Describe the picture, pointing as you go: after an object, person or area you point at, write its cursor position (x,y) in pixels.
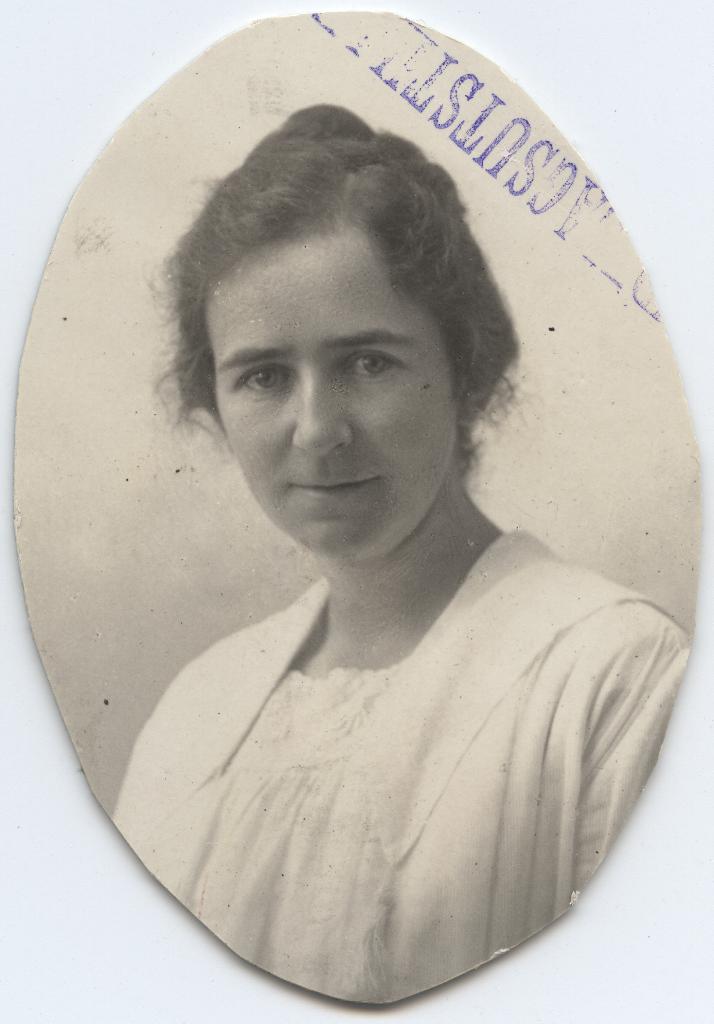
This is a portrait picture. In the picture there is a woman (315,372), the picture has a white background (24,1014).
